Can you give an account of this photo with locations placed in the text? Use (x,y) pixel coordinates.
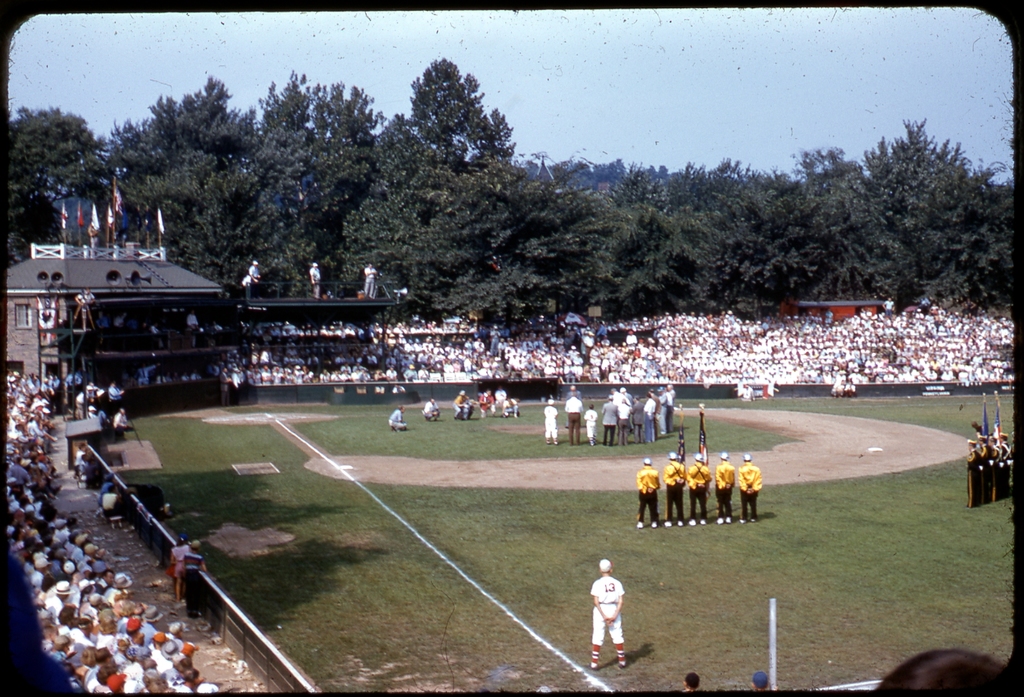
In this image I can see the ground (385,536). On the ground (457,547) I can see the group of people (607,408) with white and yellow color dresses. I can see few people (648,504) with caps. To the side of the ground (293,513) I can see the railing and board (860,394). To the side of the railing (89,450) I can see many people (593,364) with white color dresses (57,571) and the caps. To the left (109,363) I can see the shed (13,346) and I can see the flags (97,221) on the top of the shed (49,247). In the background (487,170) there are many trees (563,226) and the sky (772,80).
